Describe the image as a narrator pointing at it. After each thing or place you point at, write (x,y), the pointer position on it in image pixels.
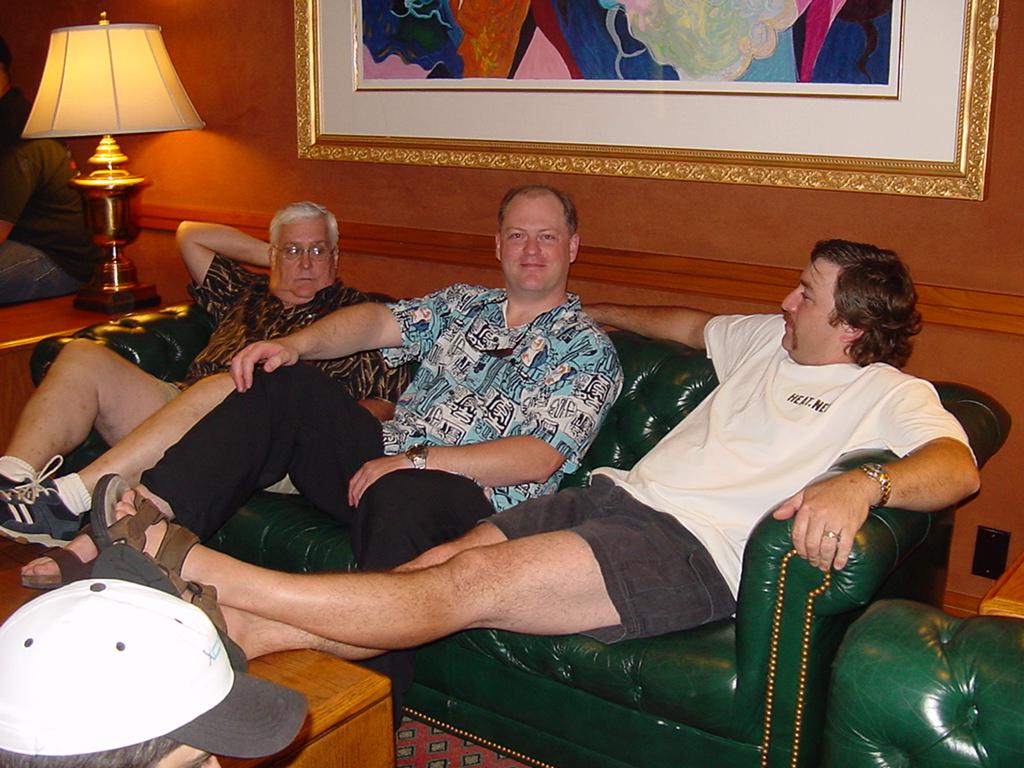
In this picture we can see three man (318,338) sitting on sofa (780,618) keeping their legs (273,627) on table (298,653) and in background (88,104) we can see lamp (143,118), frame (700,11) to the wall (263,68).
